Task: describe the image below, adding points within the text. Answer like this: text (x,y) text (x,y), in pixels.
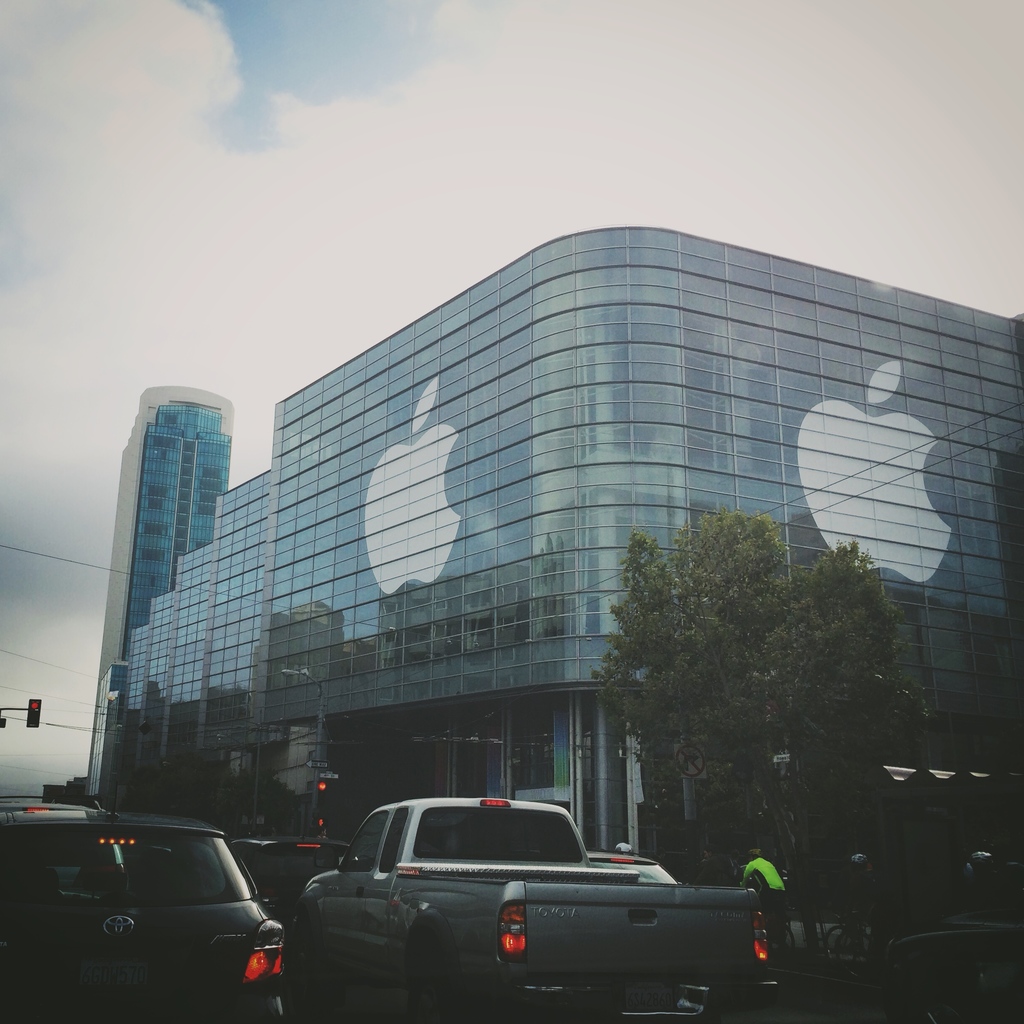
In this image we can see a building (815,483), wires (70,727), tree (754,751) and poles (324,751). At the bottom of the image (684,890), we can see bicycles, cars (1012,937) and people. At the top of the image (537,69), we can see the sky (434,159) with clouds (342,231). There is a signal light (27,714) on the left side of the image (27,714).
